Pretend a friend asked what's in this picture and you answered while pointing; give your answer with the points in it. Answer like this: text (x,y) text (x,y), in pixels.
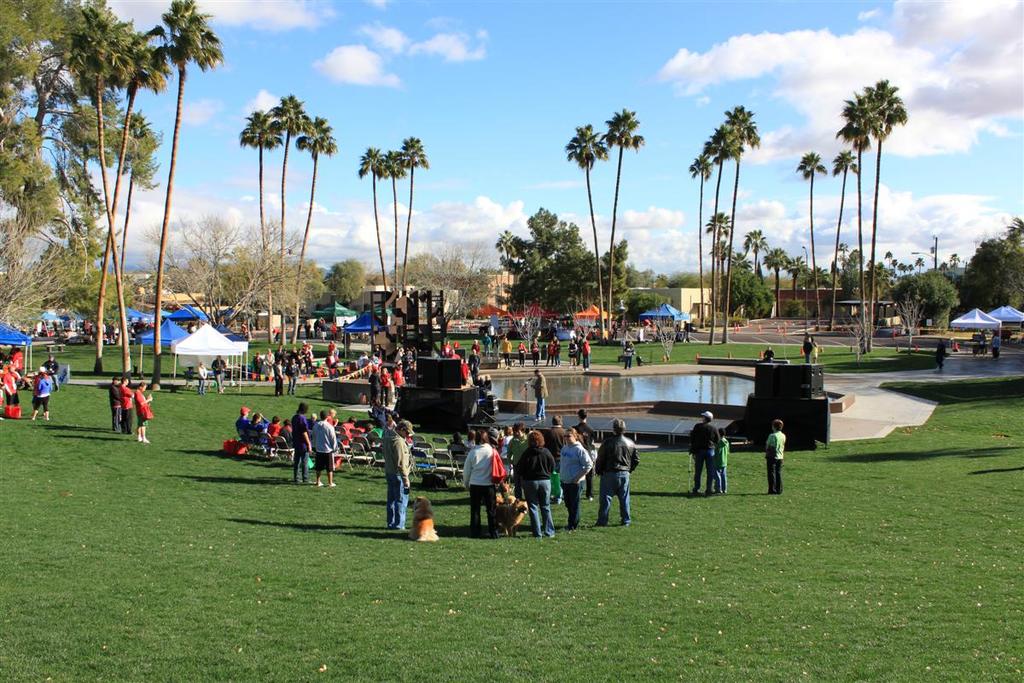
In this image there are many people (269,435) and dogs (520,523) standing on the ground (589,613). There is grass (321,550) on the ground (673,570). In the center (579,384) there is the water (629,386). In the background (663,331) there are tents (244,352), houses (842,293) and trees (3,294). At the top (430,69) there is the sky (447,52).
